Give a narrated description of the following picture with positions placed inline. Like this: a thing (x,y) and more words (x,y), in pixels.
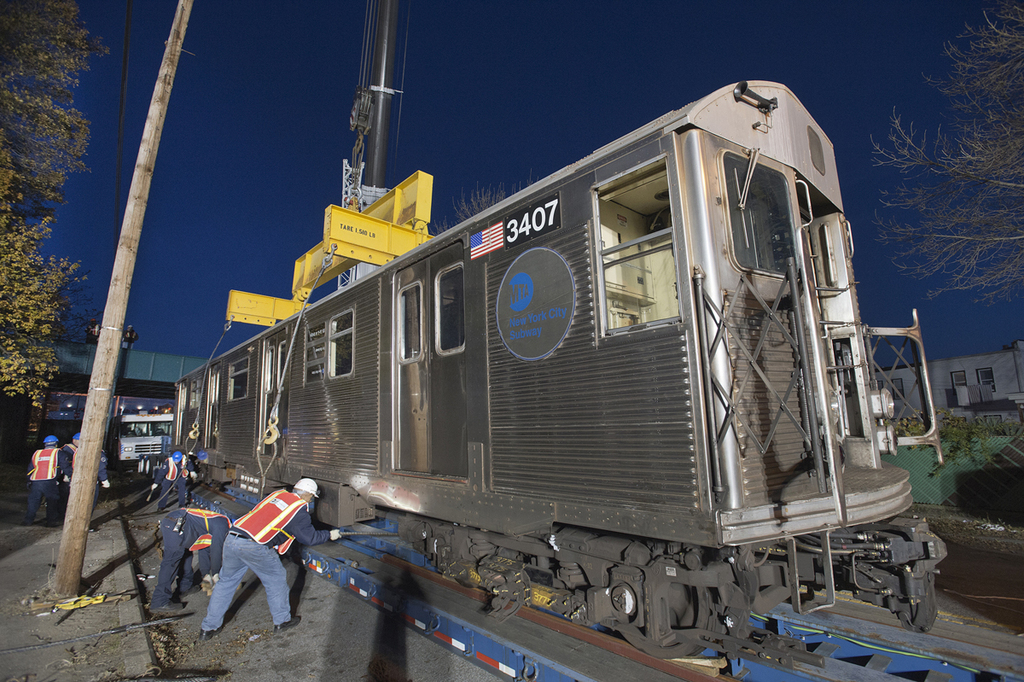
In the picture I can see a train bogie (241,422) on the railway track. I can see a few persons (154,609) on the left side (233,558). They are wearing the safety jacket (222,514) and they are working. I can see an electric pole (131,261) on the left side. There are trees (60,262) on the left side (61,318) and the right side (1013,260) as well. I can see the houses (958,366) on the right side (983,410). It is looking like a lifting equipment (349,175) at the top of the picture (419,183). I can see a vehicle (135,448) in the picture.
